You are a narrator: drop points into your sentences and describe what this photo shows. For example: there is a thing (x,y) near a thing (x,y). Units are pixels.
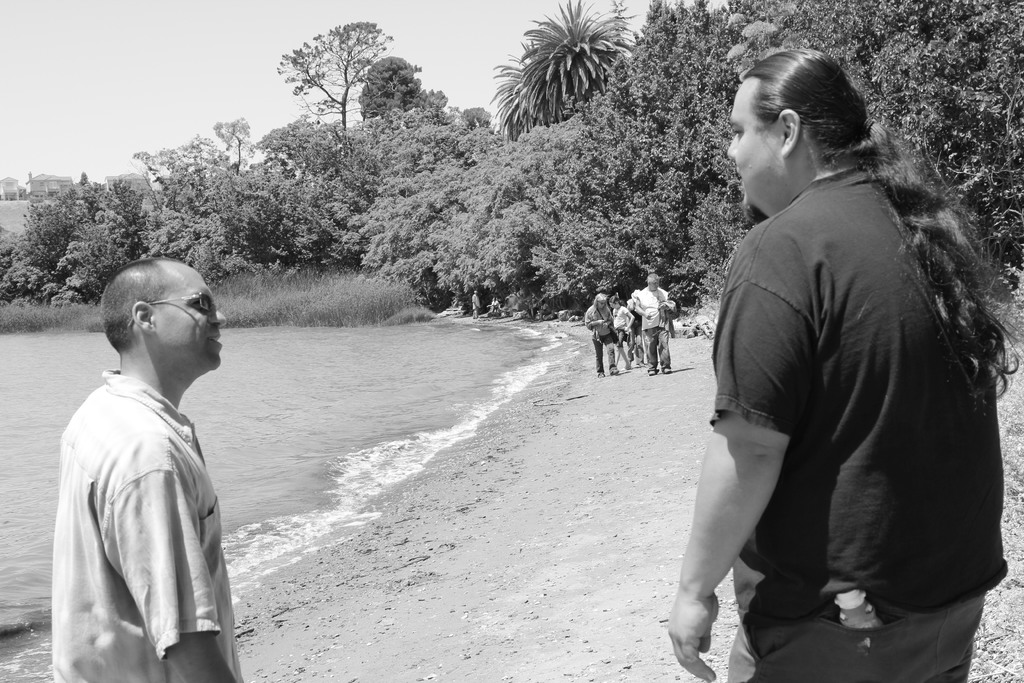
This image is a black and white image. In this image we can see a few people (598,354) are walking to the side of a river (334,389). In the foreground of the image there are two person (820,568) standing on the ground (575,626) and staring at each other. In the background of the image (430,200) there are trees (629,170), buildings (36,191) and sky (240,83).
